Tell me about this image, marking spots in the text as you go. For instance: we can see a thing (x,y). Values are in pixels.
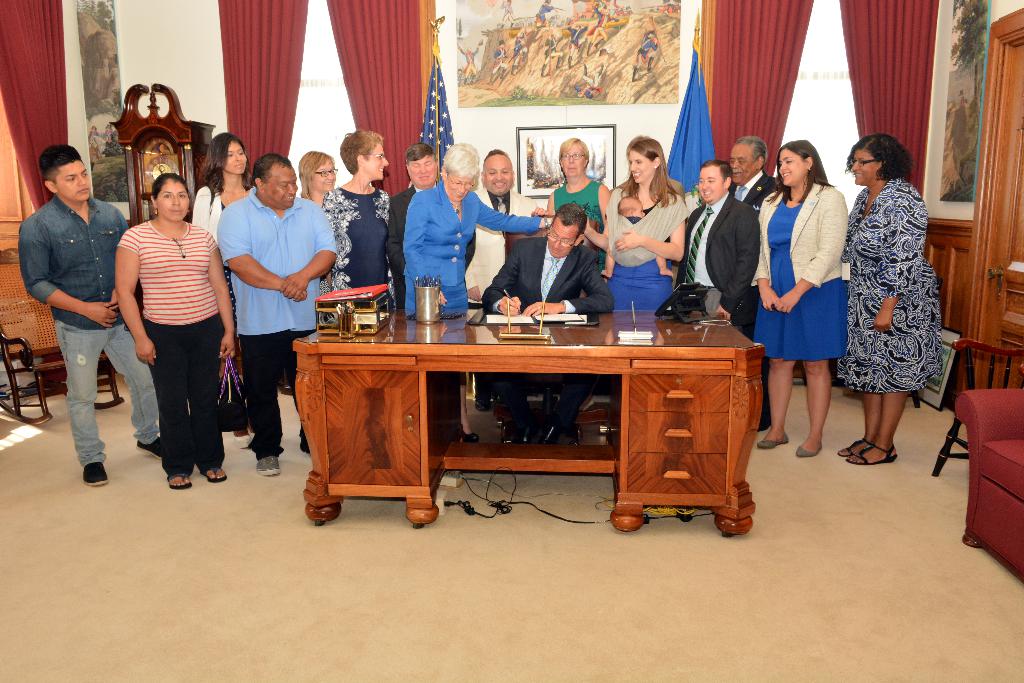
There are group of persons (605,215) in this image who are standing and at the middle of the image (504,305) there is a person (496,288) wearing suits (585,284) sitting on the chair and writing something and at the background of the image (600,56) there are paintings (631,80) attached to the wall (687,42) and red color curtains (392,90).
